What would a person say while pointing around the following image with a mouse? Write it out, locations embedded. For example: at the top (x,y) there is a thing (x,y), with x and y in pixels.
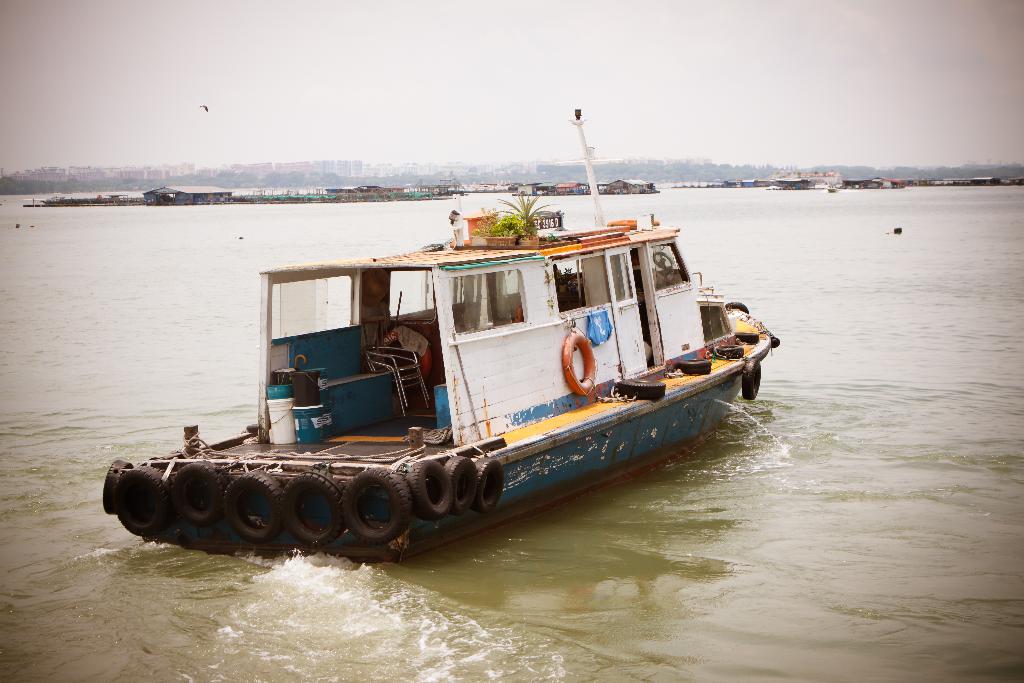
In the foreground of this image (523,519), there is a boat (720,391) on the water (736,492). In the background (183,177), there are few huts (552,186), buildings (112,174), trees (683,168) and the sky (225,59).
